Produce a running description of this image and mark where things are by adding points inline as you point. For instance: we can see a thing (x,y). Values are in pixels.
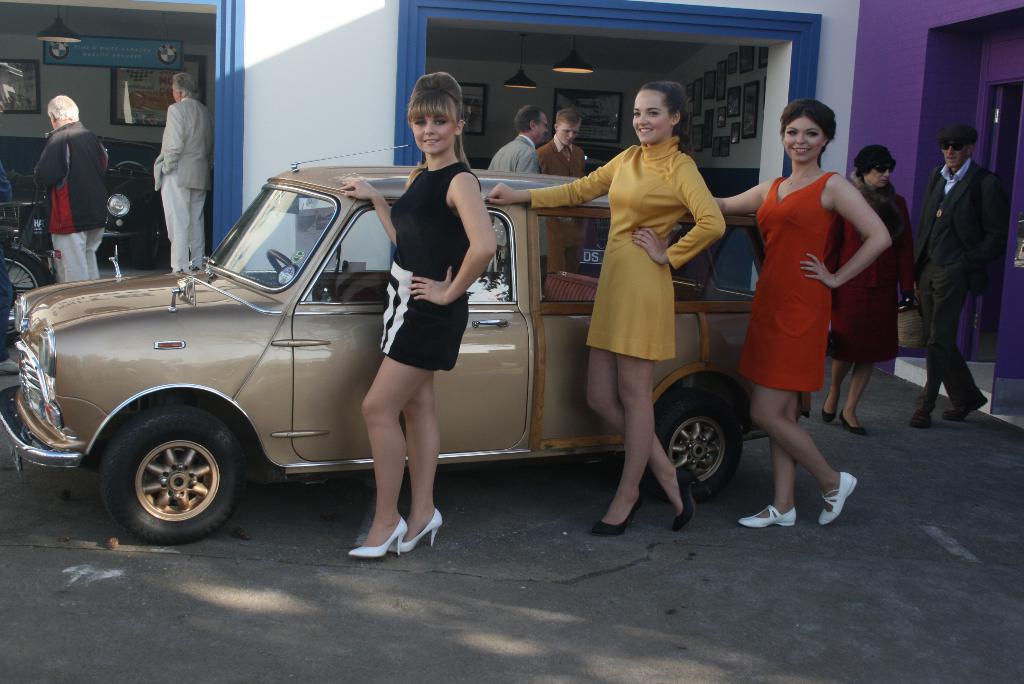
In this image there are three women (634,472) standing and smiling, there are vehicles (248,309), group of people (575,128) standing, frames (135,71) attached to the wall (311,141), lights (66,44).
